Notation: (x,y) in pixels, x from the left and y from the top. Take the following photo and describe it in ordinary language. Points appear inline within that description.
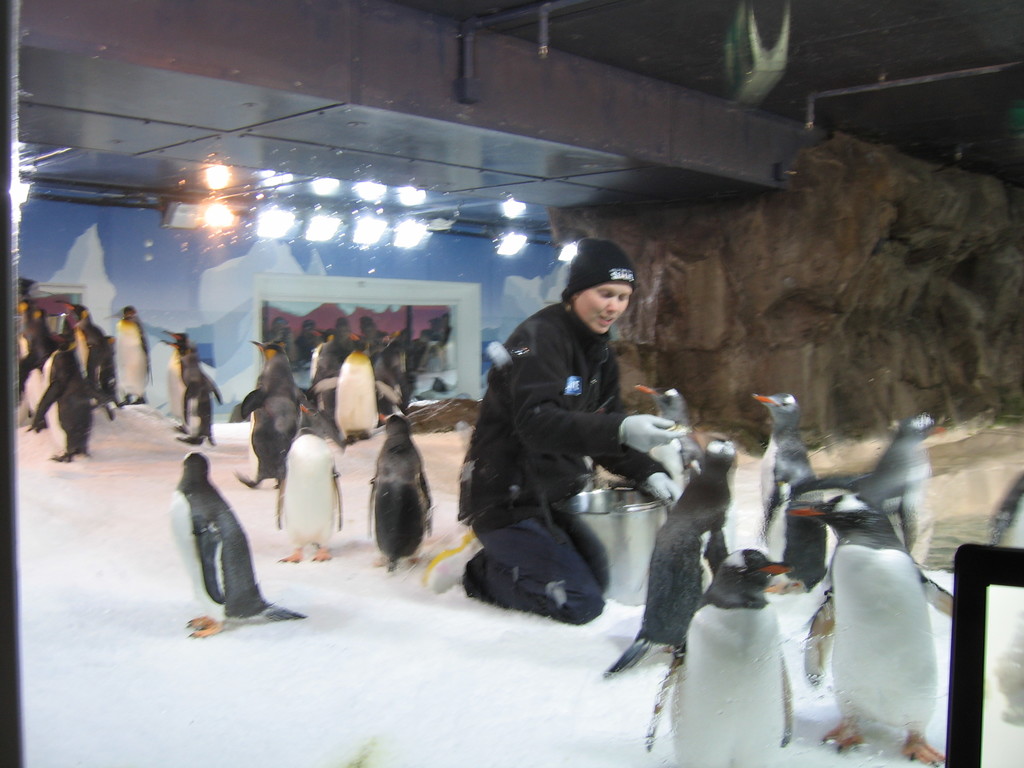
In this image I can see a person (531,597) in snow (514,622). I can see penguins (678,458) over all the places here.
